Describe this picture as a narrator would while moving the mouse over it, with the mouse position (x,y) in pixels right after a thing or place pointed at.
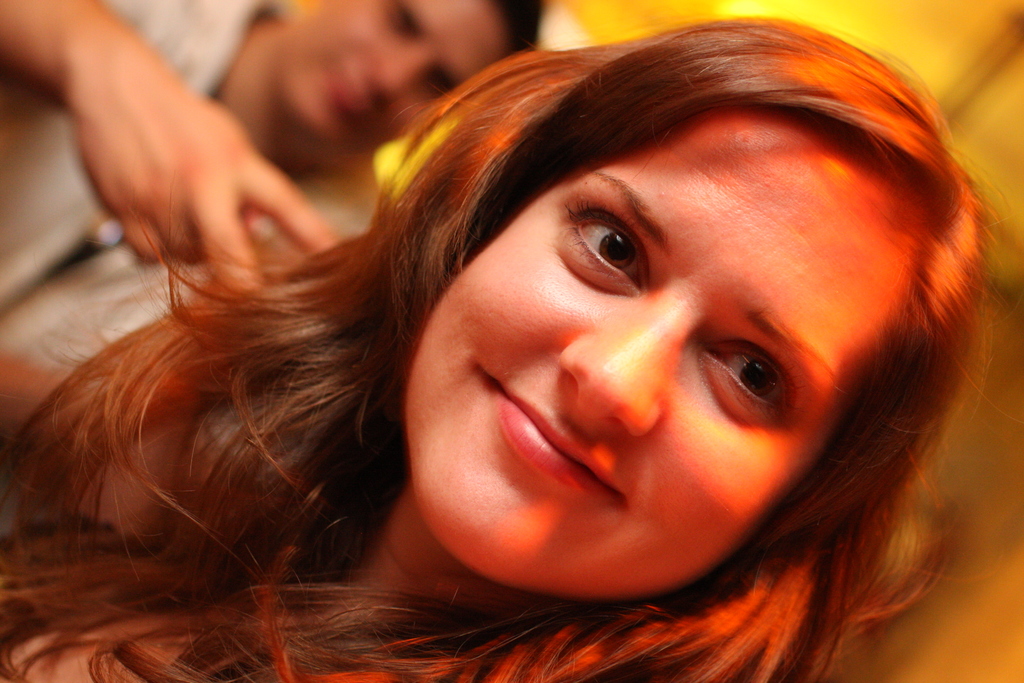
In this picture we can see a woman face (591,411) with red hair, behind we can see a person (259,68).
